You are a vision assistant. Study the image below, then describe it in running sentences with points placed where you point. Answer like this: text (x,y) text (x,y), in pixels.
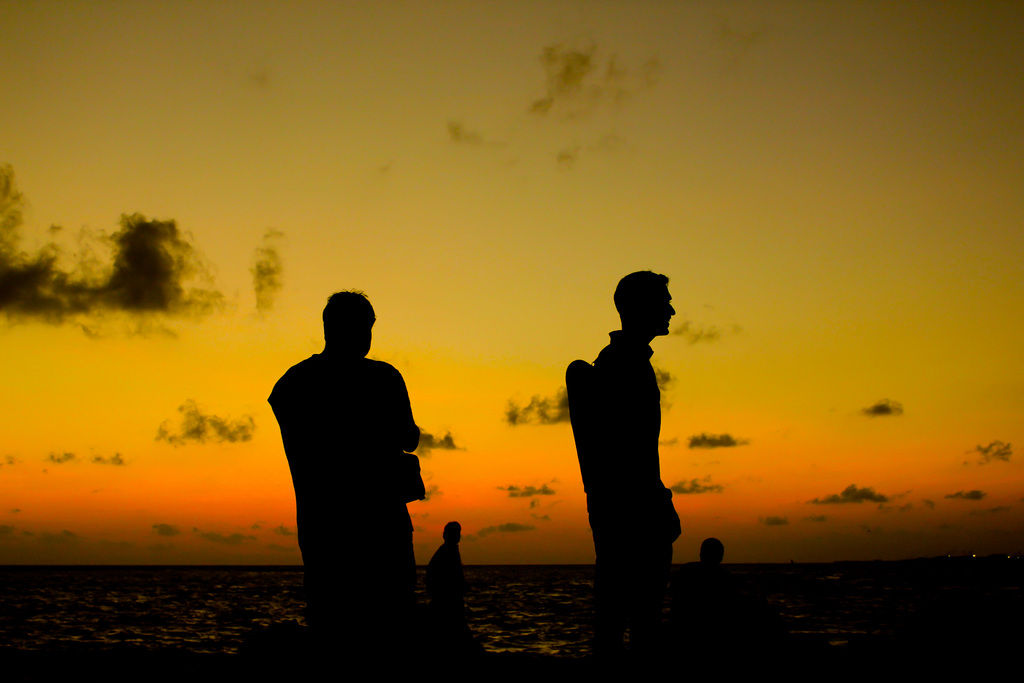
In the center of the image (642,385) there are people (340,346). In the background of the image (840,609) there is water (898,590) and sky (676,242).
